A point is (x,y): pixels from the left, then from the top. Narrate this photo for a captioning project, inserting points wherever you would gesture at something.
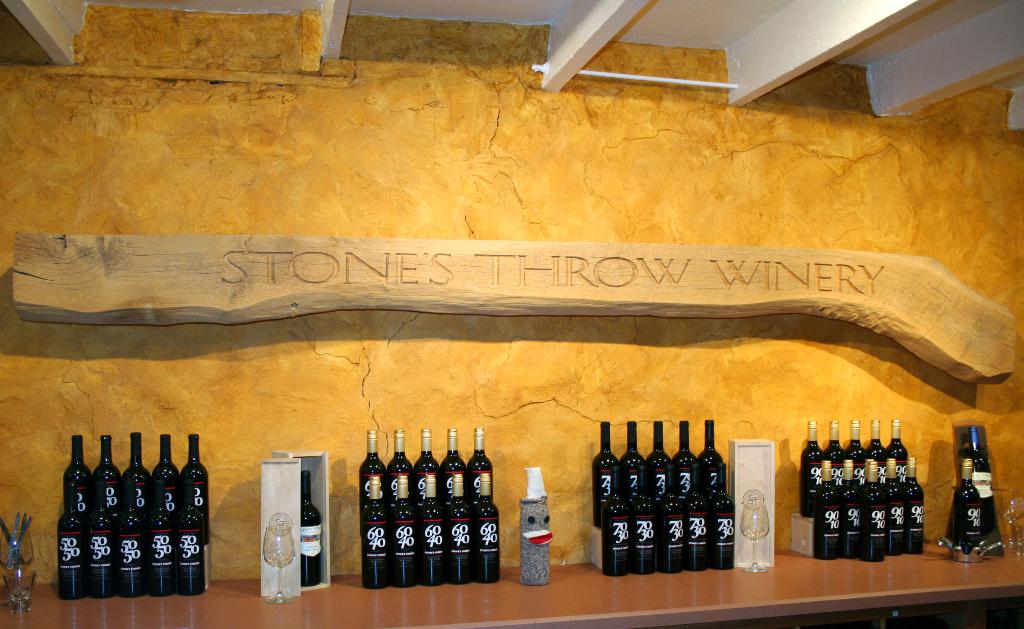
In this picture I can see the brown color surface (212,594) on which there are number of bottles (693,511), few glasses (1016,514) and 2 white color boxes (285,495). In the background (715,163) I see the wall (765,237) on which there is a wooden thing (224,294) on which there is something written. On the top of this image (679,26) I see the ceiling (600,31).
